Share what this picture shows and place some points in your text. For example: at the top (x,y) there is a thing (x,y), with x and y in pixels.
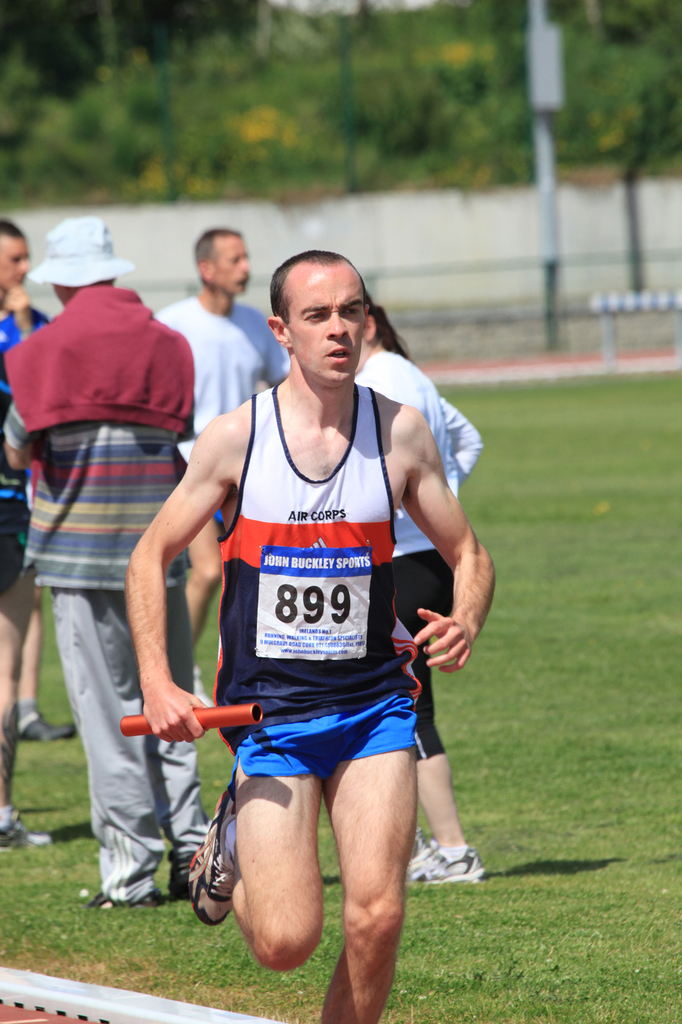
In this picture there are group of people (39,417) standing and there is a man (239,784) holding the object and he is running. At the back (506,9) there is a pole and there are trees (297,185) behind the wall (582,250). At the bottom (579,925) there is grass (564,803).
